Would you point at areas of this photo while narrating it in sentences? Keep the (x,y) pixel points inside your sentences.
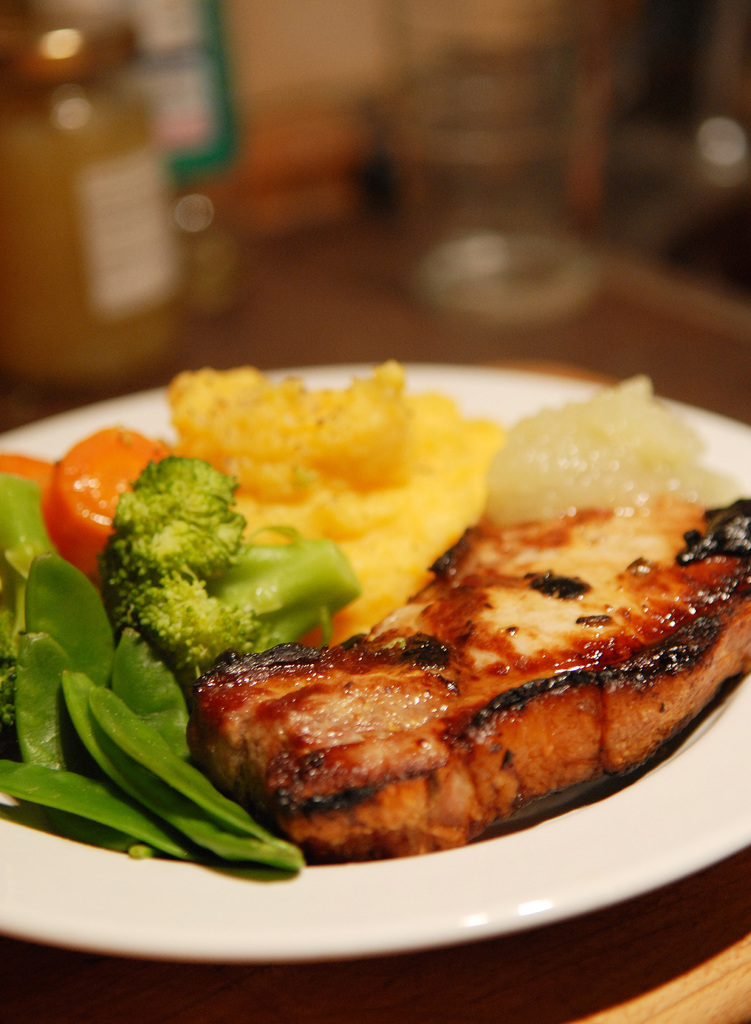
There are food items (298,652) on a white color plate (679,775). Which is on a wooden table (703,948). And the background (739,295) is blurred.
